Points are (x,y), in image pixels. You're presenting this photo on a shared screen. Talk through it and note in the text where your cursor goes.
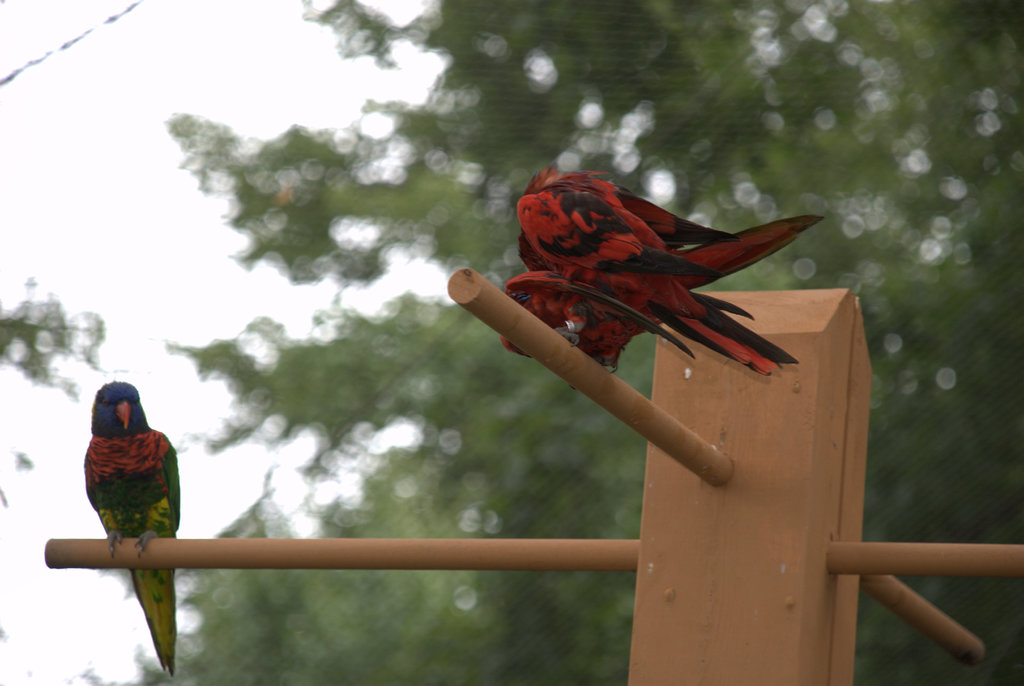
In this image I can see three parrots (666,289) are sitting on rods (691,462). In the background (980,304) I can see trees (791,215) and the sky (223,269). This image is taken during a day.
